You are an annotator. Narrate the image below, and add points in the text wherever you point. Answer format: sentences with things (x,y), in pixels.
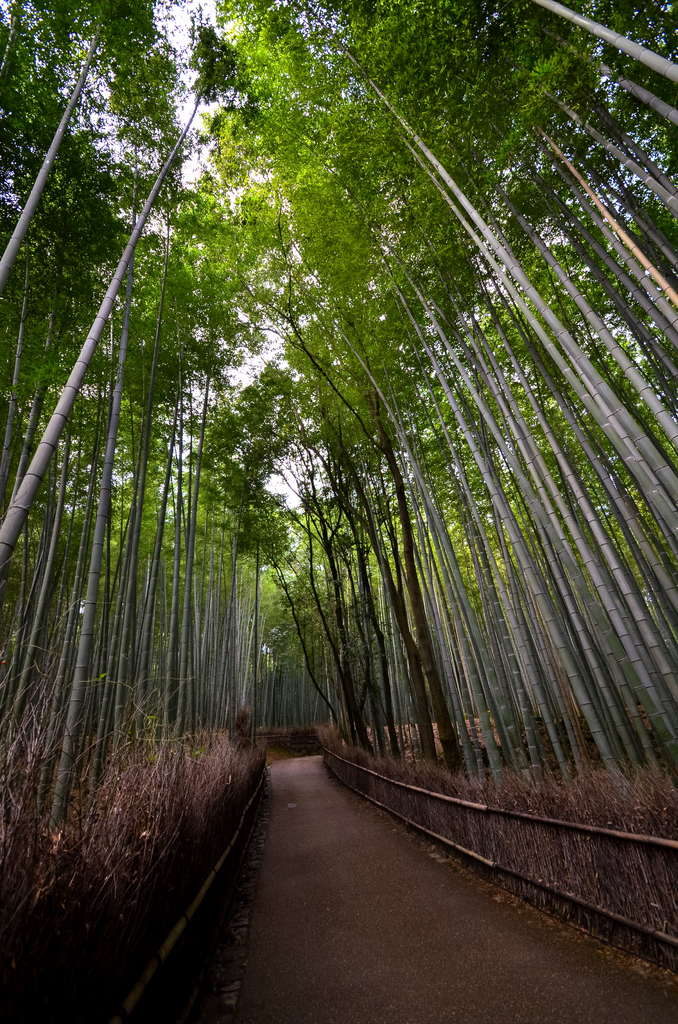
In this image I see the path (286,761), fencing (355,785), grass (381,765) and number of trees (154,710) and I see the sky (242,30).
